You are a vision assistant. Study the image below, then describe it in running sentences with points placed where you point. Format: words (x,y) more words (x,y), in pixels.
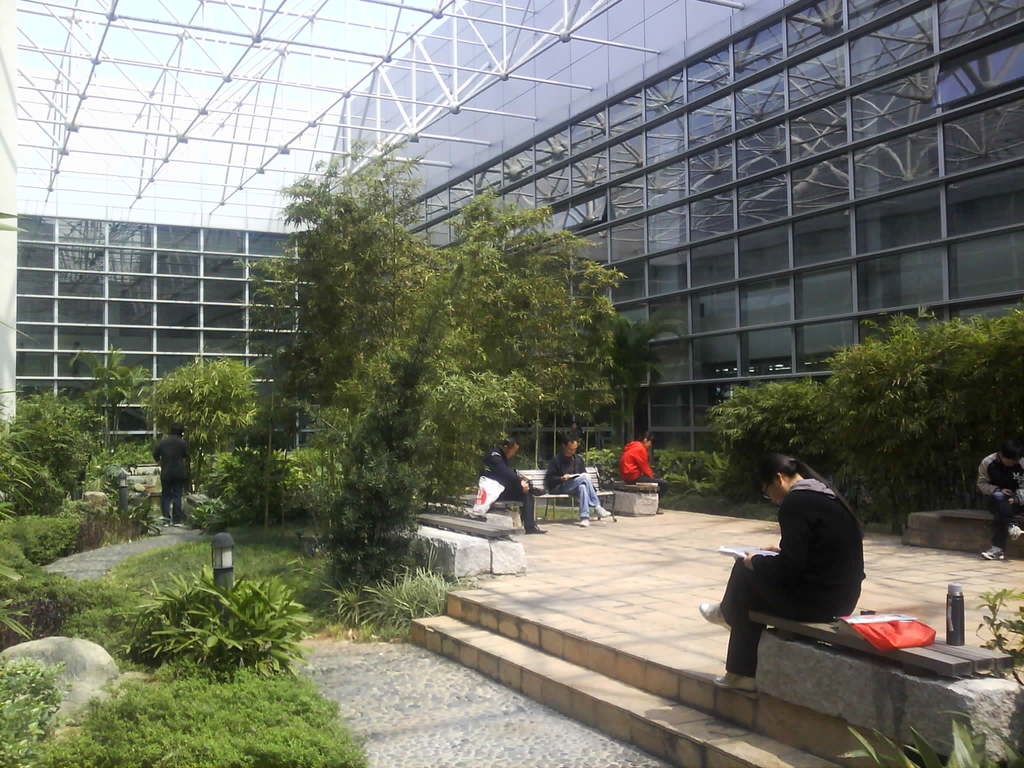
In this image I see the building (976,5) and I see few people (570,469) who are sitting and I see the path (499,763) and the steps (465,593) over here and I can also see a person (180,524) over here and I see the green grass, plants (234,522) and the trees (444,345). In the background (48,121) I see the iron rods (49,16) and I see the sky (162,84).
